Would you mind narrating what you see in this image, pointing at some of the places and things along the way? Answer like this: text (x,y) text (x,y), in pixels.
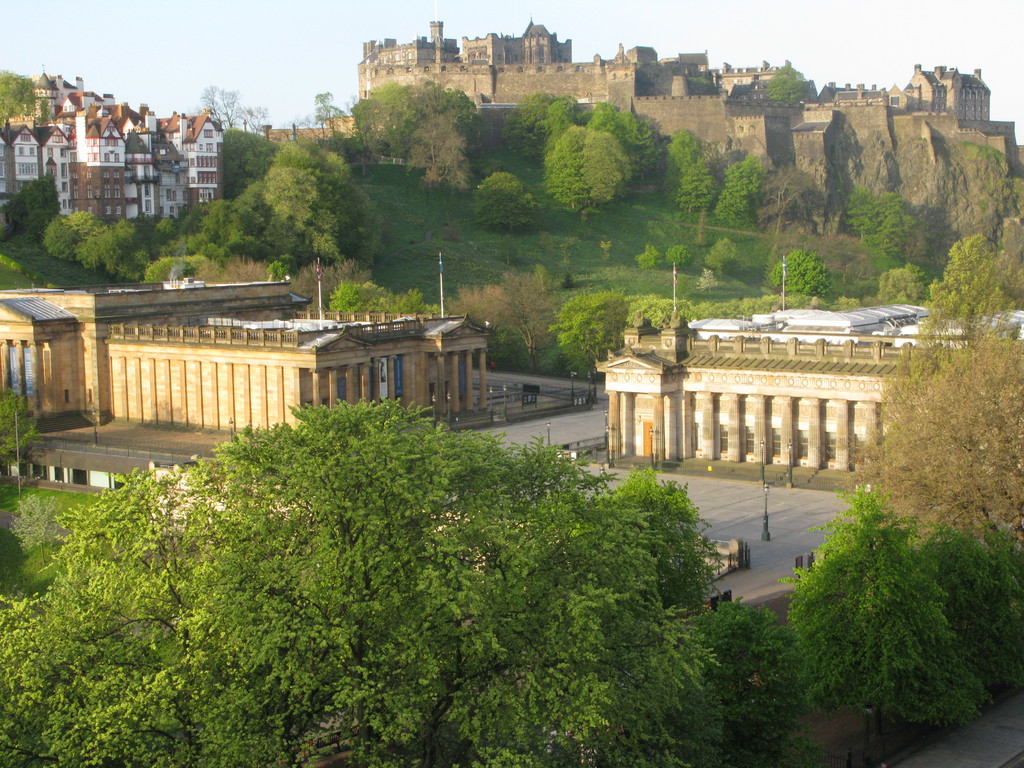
In this image we can see the buildings (648,370), poles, trees (655,264), grass (637,264) and also the sky (329,45). We can also see the roads (526,433).
